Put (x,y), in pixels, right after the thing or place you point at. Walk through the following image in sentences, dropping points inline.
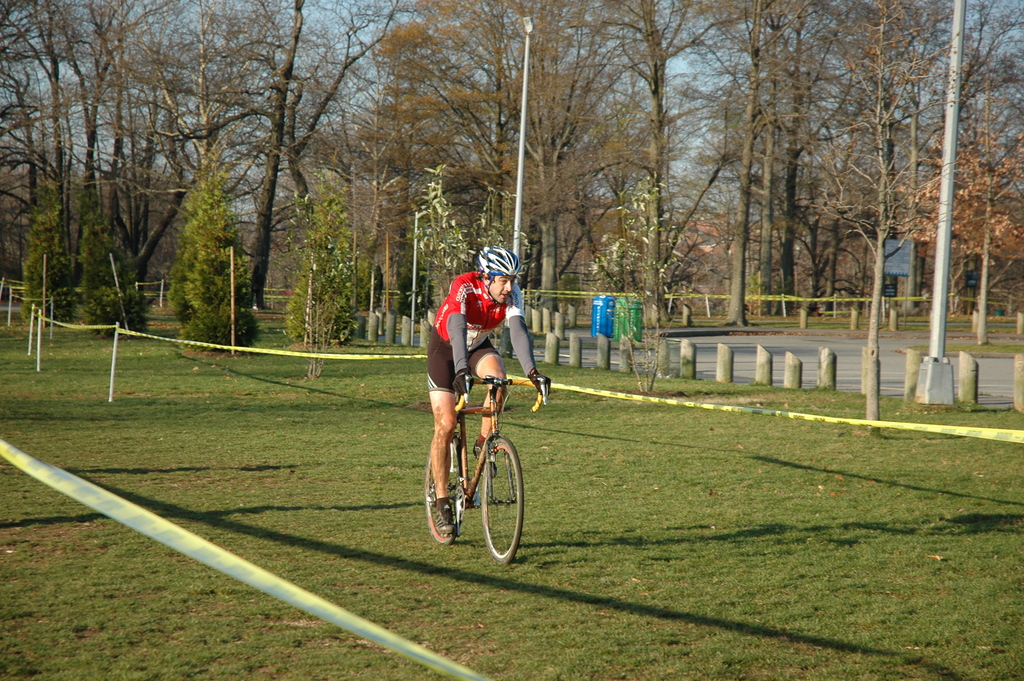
In this image we can see a person (454,361) wearing a helmet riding a bicycle (498,500). We can also see some poles (112,375) tied with a ribbon (373,355) on the ground (123,356). On the backside (76,298) we can see a group of trees (289,272), street lights (519,200), dustbins (606,304), the road (814,346), a board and the sky (723,158).
